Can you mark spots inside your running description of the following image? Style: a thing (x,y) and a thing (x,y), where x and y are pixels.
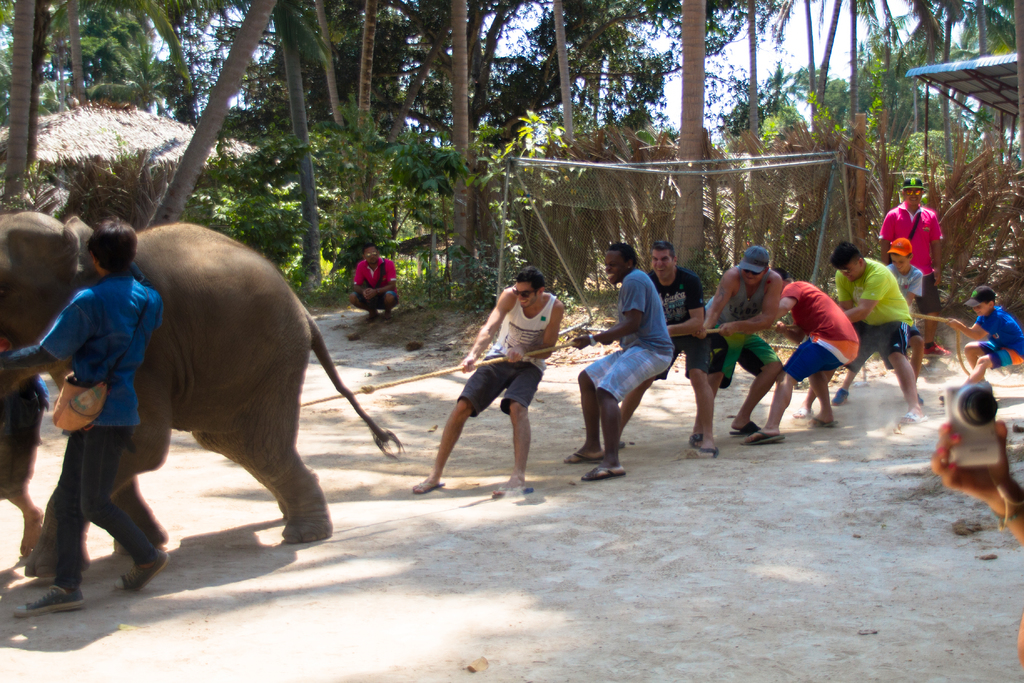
In this image, There are some peoples (762,355) holding a rope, in the left side of the image (110,477) there is a person (110,457) holding a elephant (170,361), In the background (497,284) there are some green color trees (314,132).
